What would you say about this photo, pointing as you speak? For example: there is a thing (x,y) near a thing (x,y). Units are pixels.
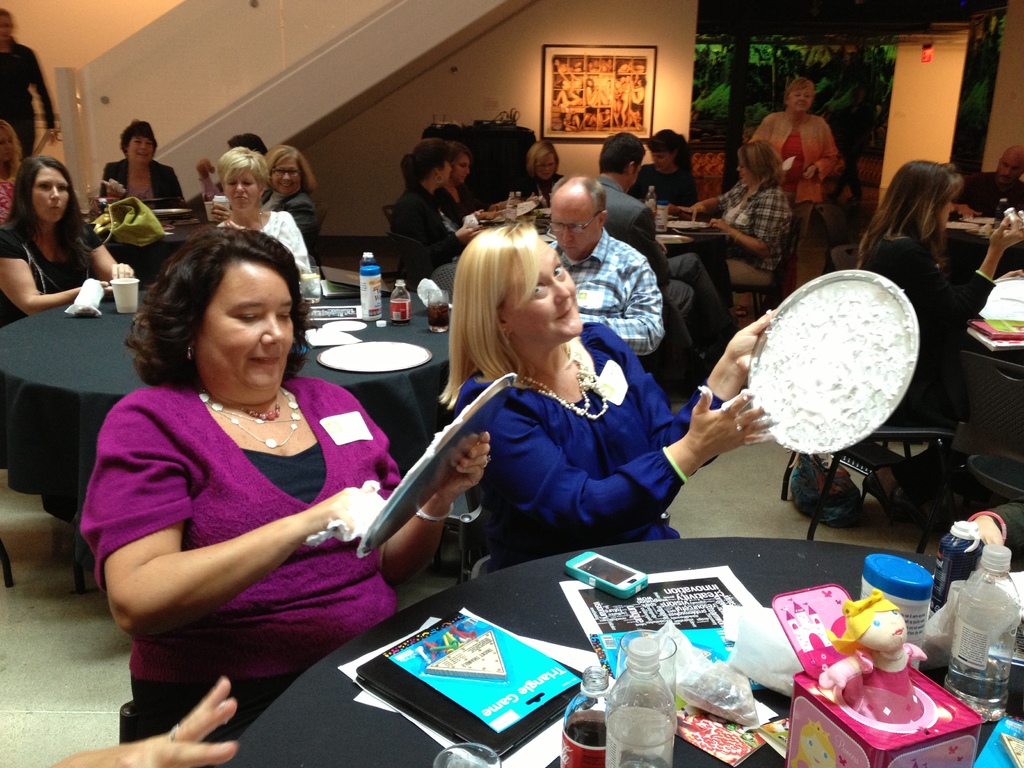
In this picture we can see some persons (523,241) sitting on chair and in front of them there is table (104,321) and on table (99,339) we can see plate (374,356), bottle (405,322), glass (478,752), plastic covers (685,664), books (361,673), mobile (645,579), toy (875,599) and in the background (152,87) we can see wall (72,34), frame (575,90), tree (822,72).
